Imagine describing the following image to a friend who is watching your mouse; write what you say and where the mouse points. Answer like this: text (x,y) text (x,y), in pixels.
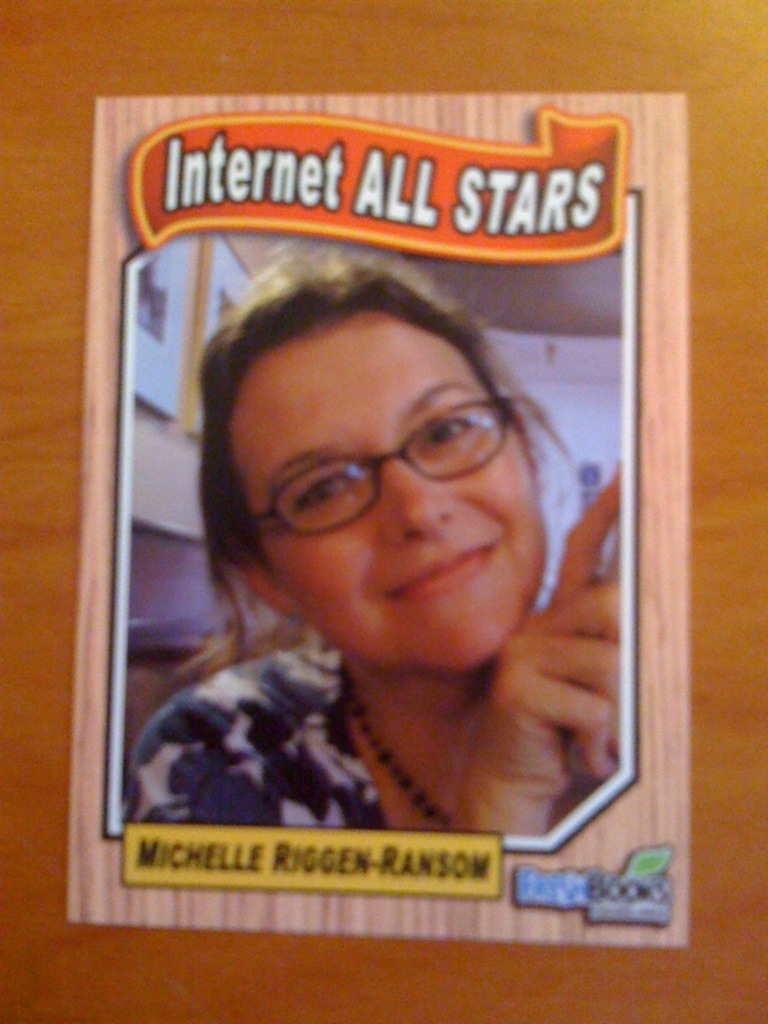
In this picture there is a card (406,157) on the wooden object (737,35) and there is a photo (339,562) of a woman (326,596) and there is text (478,200) on the card (548,262).
